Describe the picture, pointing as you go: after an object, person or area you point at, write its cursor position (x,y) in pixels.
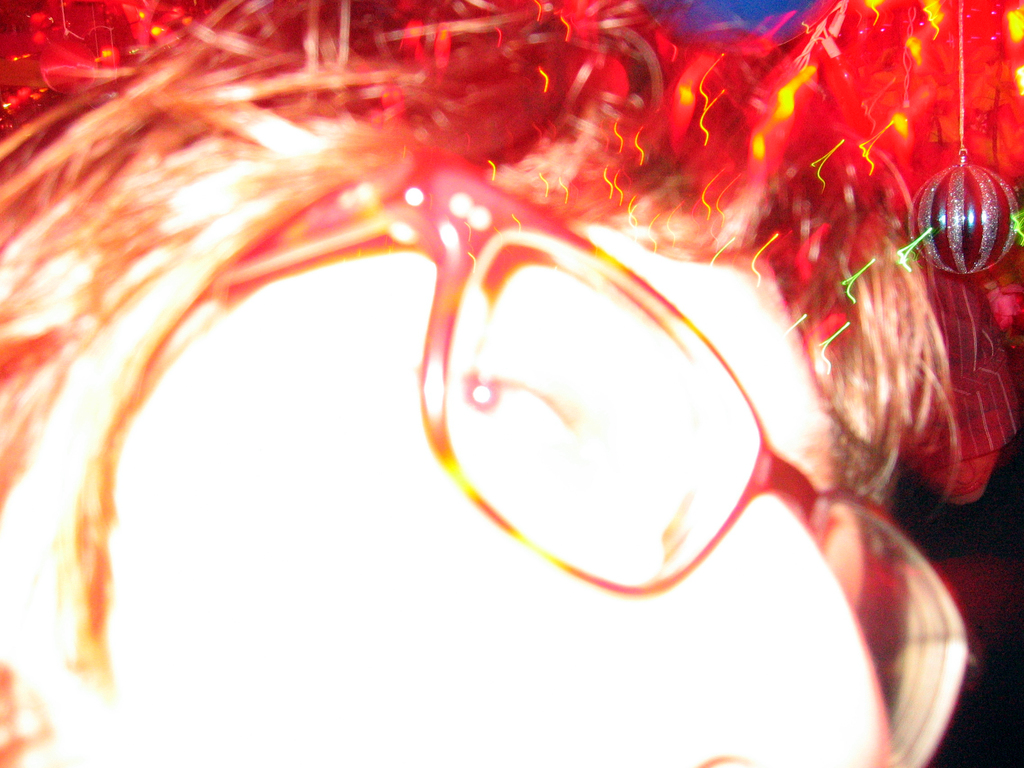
This is a zoomed image. In this image we can see the face (389,588) of a person (411,577).
